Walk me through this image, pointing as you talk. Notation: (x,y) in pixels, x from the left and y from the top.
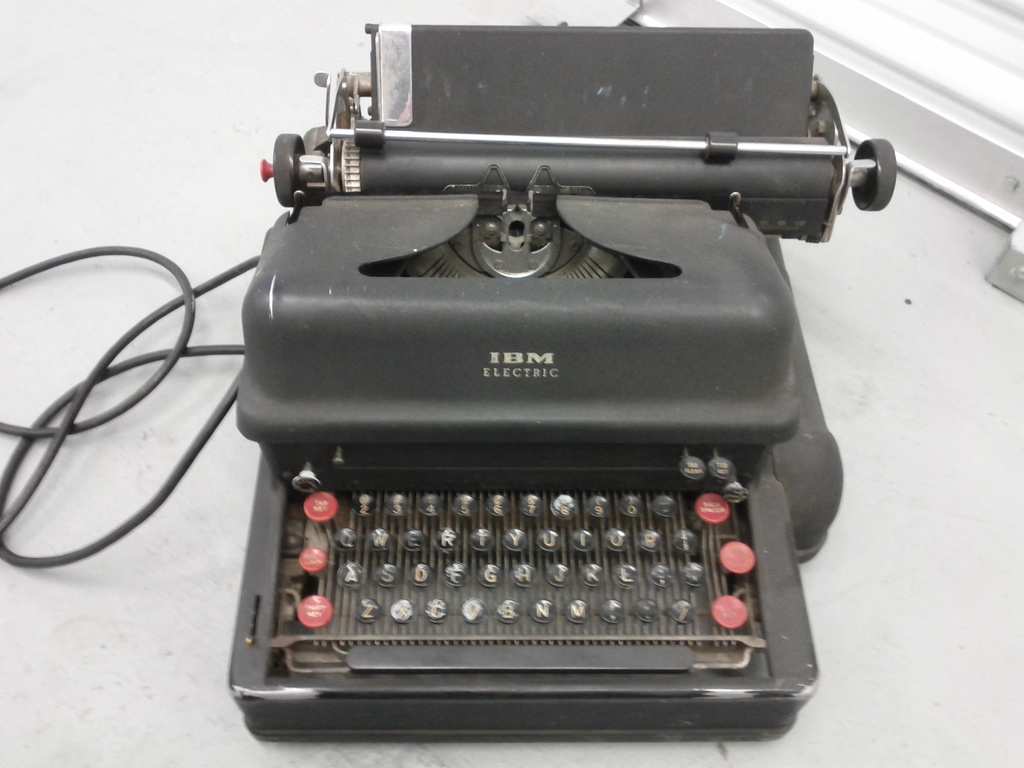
It looks like a typewriter machine (510,694) in the foreground (588,685). And there is a floor (973,360) at the bottom (112,682).
